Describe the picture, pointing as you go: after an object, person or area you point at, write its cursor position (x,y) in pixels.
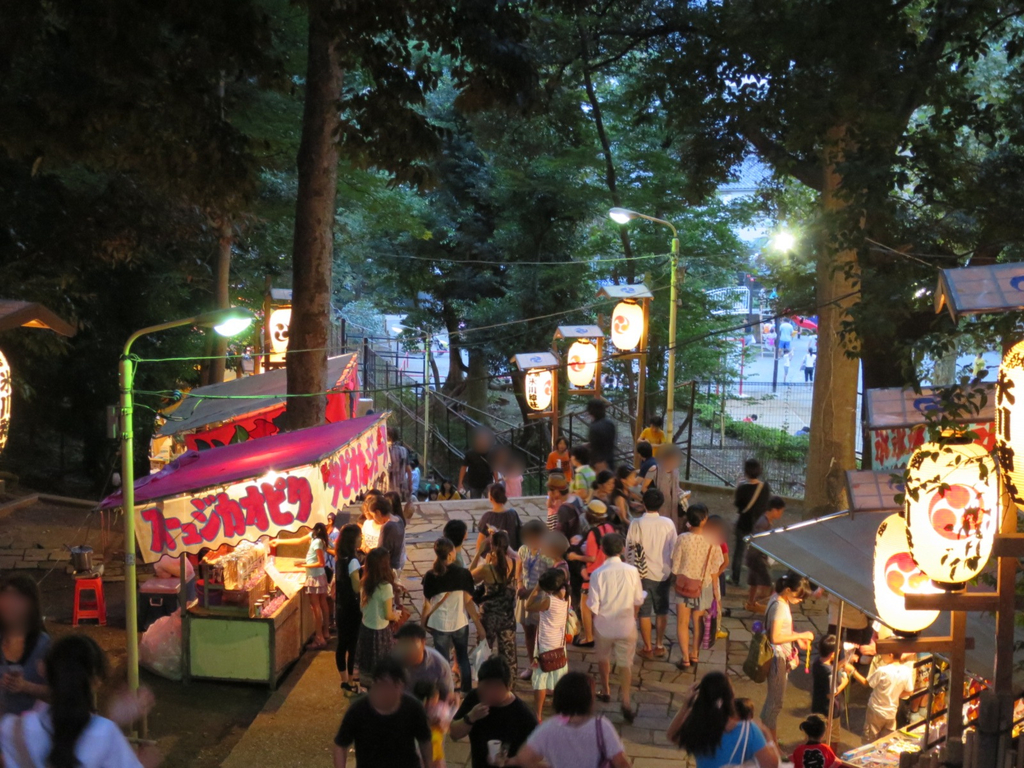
In this picture there are people (500,538) at the bottom side of the image (637,582) and there are stalls (834,577) on the right (907,591) and left side of the image (273,616), there are trees (332,246) at the top side of the image (622,224).
